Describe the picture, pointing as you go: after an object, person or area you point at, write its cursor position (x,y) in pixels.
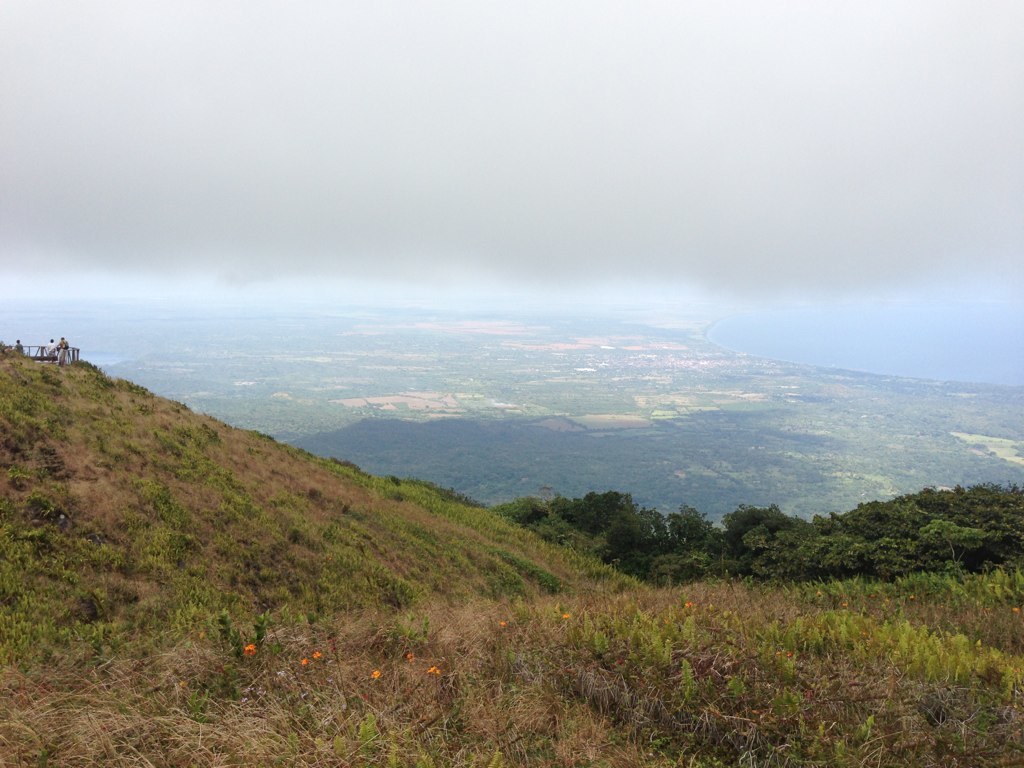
In the picture we can see a view from the hill (604,654), the hill (354,651) is covered with plants (163,588) and grass (524,629) and from it we can see some trees (722,556) near and far away from it, we can see grass surface (726,464) and behind it we can see the sky (455,241) with clouds (898,200).
